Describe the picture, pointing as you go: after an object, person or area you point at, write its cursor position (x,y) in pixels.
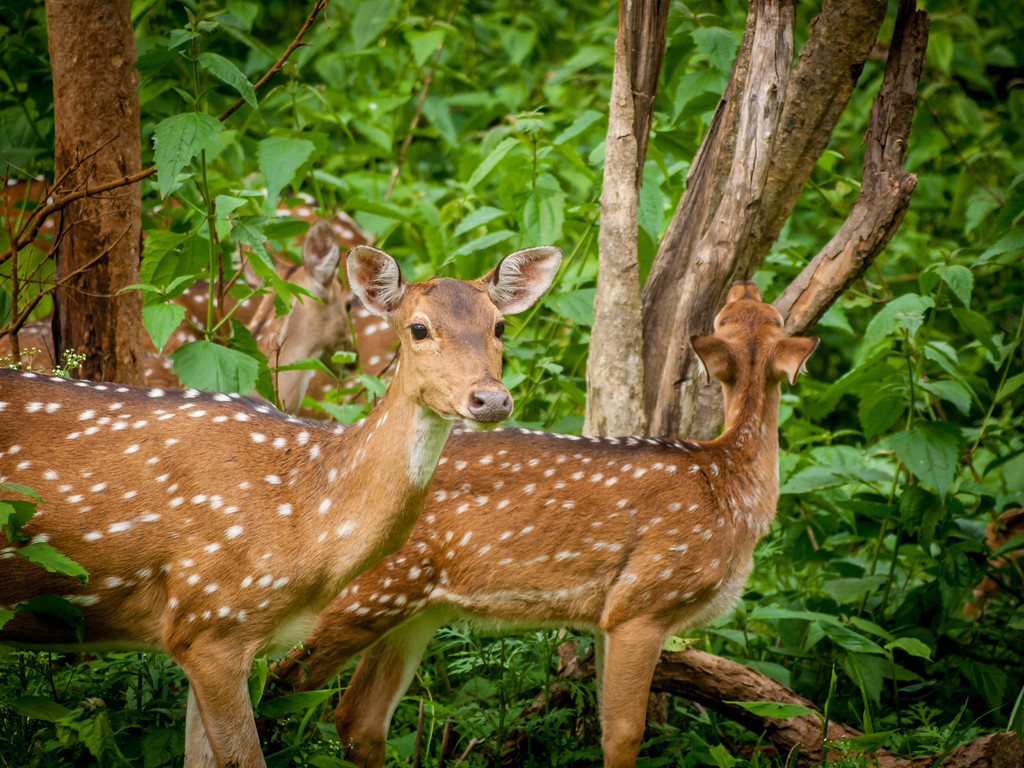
In front of the image there are two deer (323,505). Behind them there are many trees (801,300) and also there is a herd of deer (306,265).
